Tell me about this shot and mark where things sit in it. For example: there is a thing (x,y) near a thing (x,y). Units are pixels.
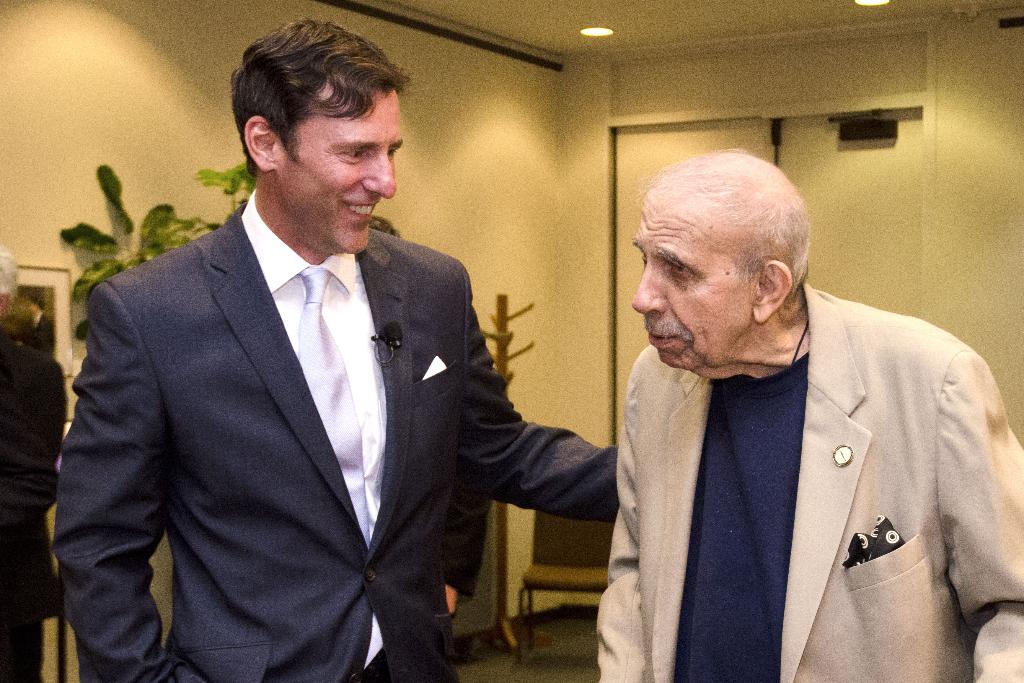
Here I can see a man (305,617) and an old man (728,334) wearing suits (291,564) and standing. The man (286,355) is smiling by looking at the old man (696,352). In the background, I can see the wall (443,176) and few house plants (168,240). At the top (586,35) there are some lights (603,35) on the roof (521,19). On the left side (21,498), I can see a person (21,600) standing. In the background (585,535) there is a chair (563,584) on the ground (549,648).
